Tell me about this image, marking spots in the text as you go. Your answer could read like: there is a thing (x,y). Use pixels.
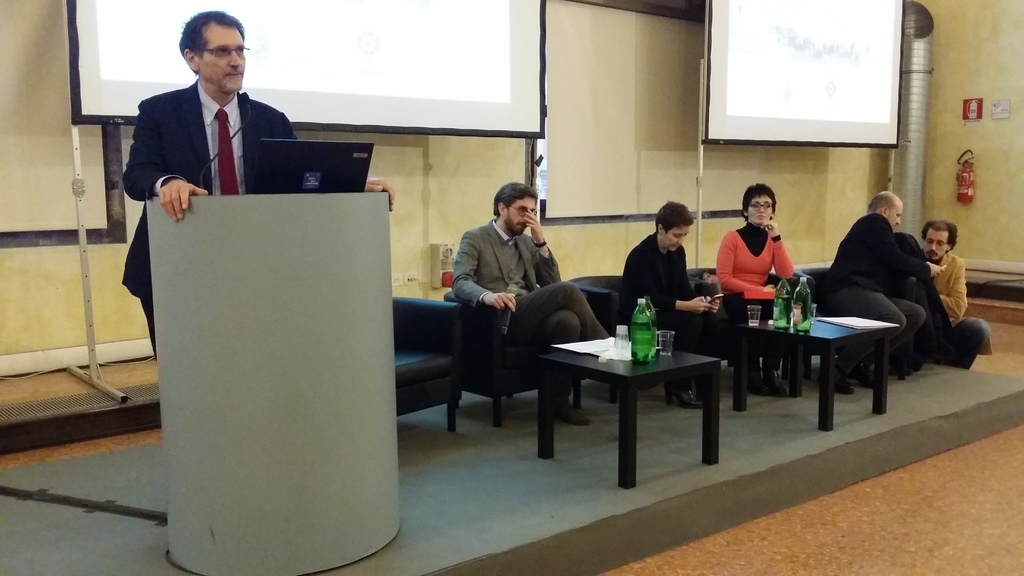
In the image we can see there is a man (199,122) who is standing and in front of him there is a podium (347,270) on which there is a laptop (349,178) kept and there are people (773,260) who are sitting on chairs (401,329).
